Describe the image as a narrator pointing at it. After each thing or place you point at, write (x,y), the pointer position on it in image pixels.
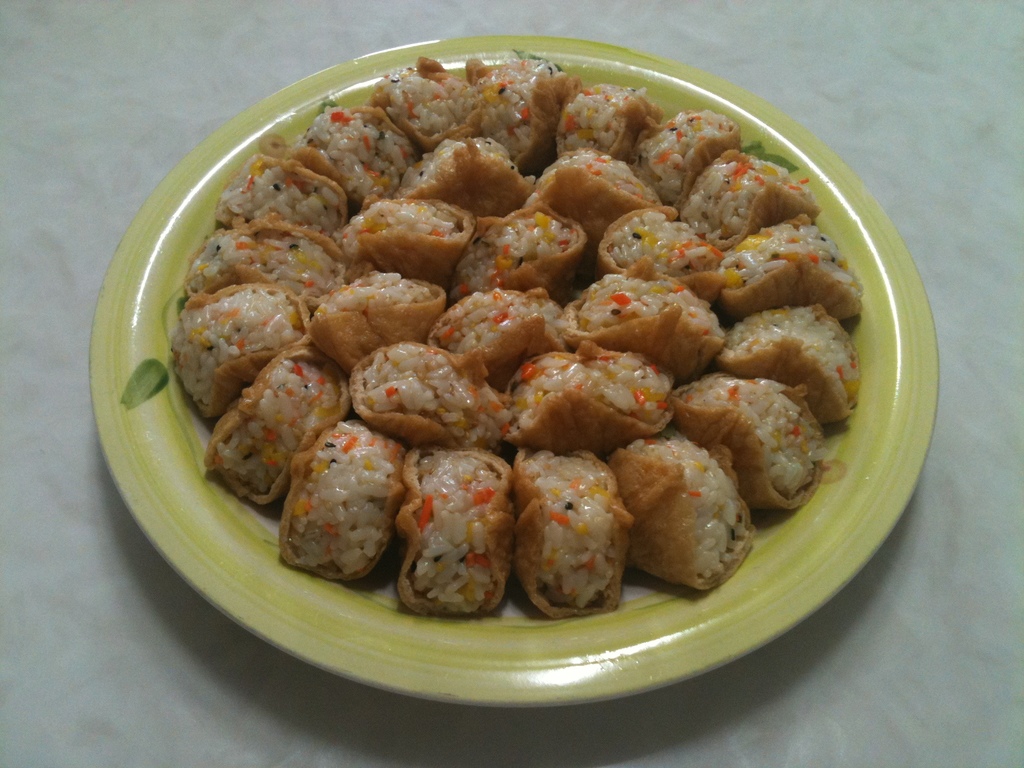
In this image we can see a food item (435,326) in the plate (868,545). The background of the image (138,145) is white.
